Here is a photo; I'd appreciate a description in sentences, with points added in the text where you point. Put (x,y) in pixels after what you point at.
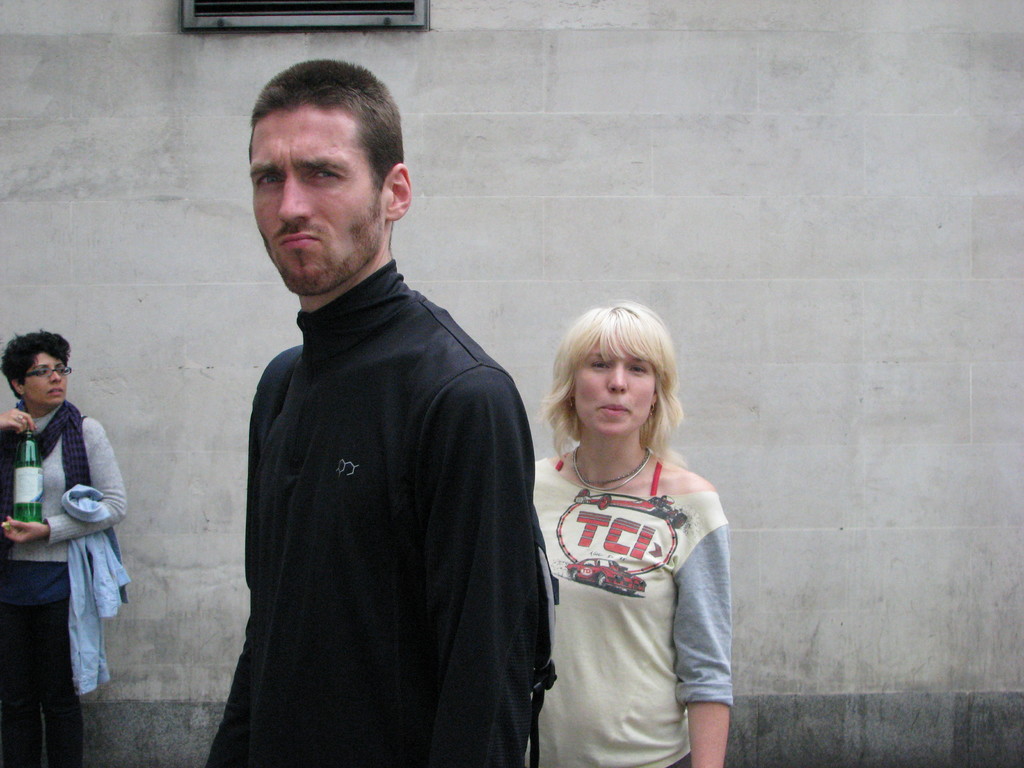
In this picture there is a boy (480,388) and a girl (621,761) in the center of the image (385,385) and there is a lady (53,452) on the left side of the image (51,471), by holding a bottle (30,467) and a shirt (110,553) in her hands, it seems to be there is a window (315,10) at the top side of the image (334,16).
